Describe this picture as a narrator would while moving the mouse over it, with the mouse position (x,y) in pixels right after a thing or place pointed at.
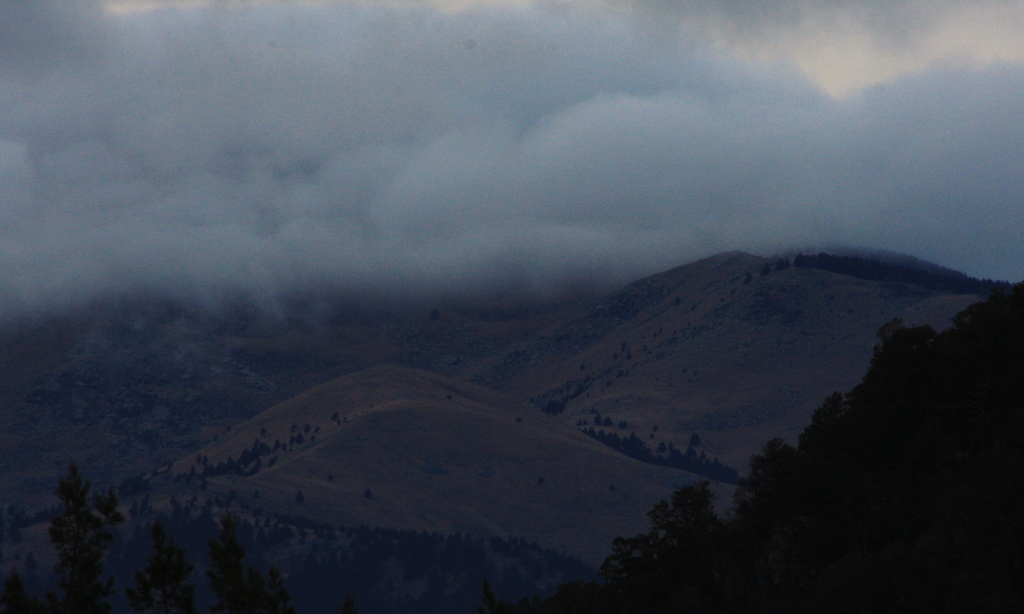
In this picture we can see trees (928,569), mountain (872,323) and sky (766,136) with clouds (807,135).
